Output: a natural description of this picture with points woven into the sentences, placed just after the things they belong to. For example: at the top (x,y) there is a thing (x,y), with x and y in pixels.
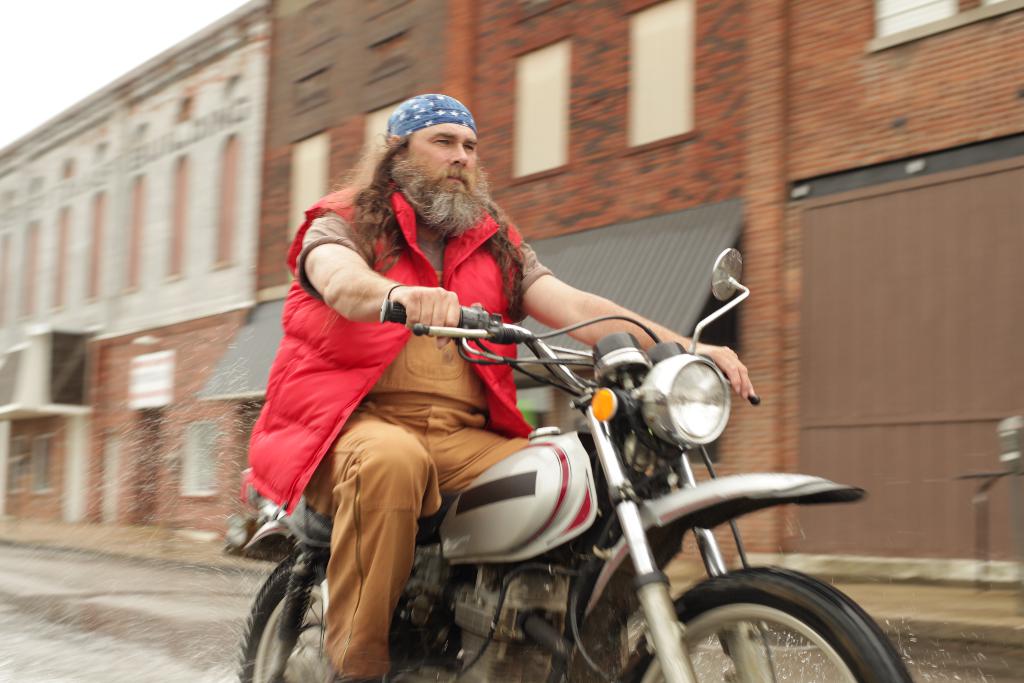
In this picture a man (743,361) is riding a two wheeler (563,483) and in the backdrop (475,25) there is building (130,83) and the sky (82,52) is cloudy.
